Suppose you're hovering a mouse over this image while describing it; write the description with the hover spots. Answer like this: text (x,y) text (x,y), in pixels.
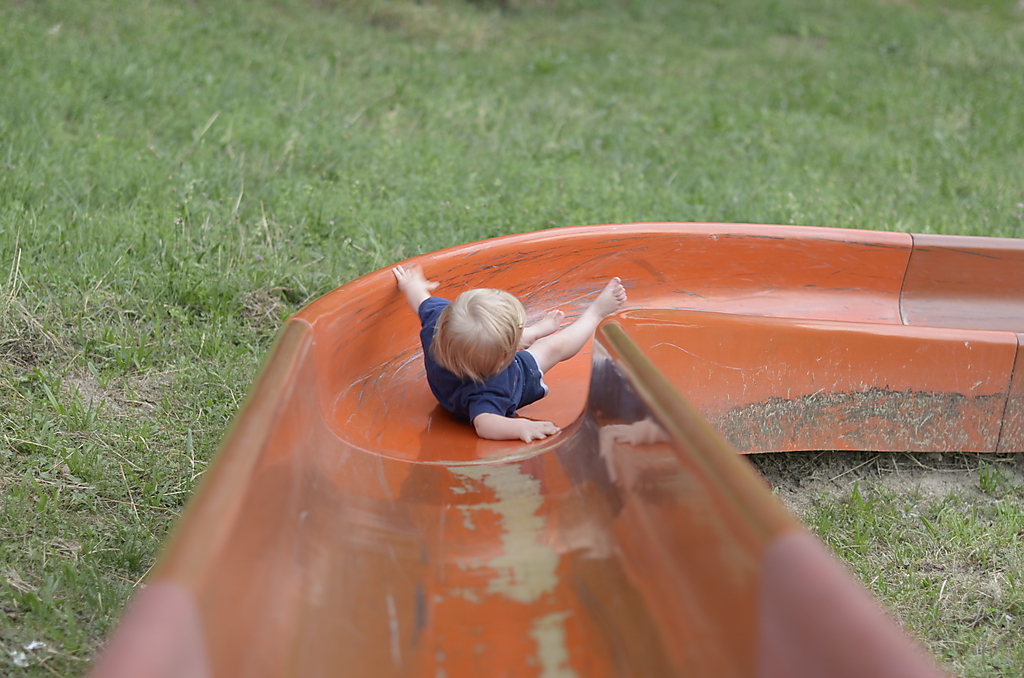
In the picture we can see a grass (230,367) on it, we can see a playground equipment (218,481) which is orange in color with a child (481,347) on it with blue clothes (433,338).
